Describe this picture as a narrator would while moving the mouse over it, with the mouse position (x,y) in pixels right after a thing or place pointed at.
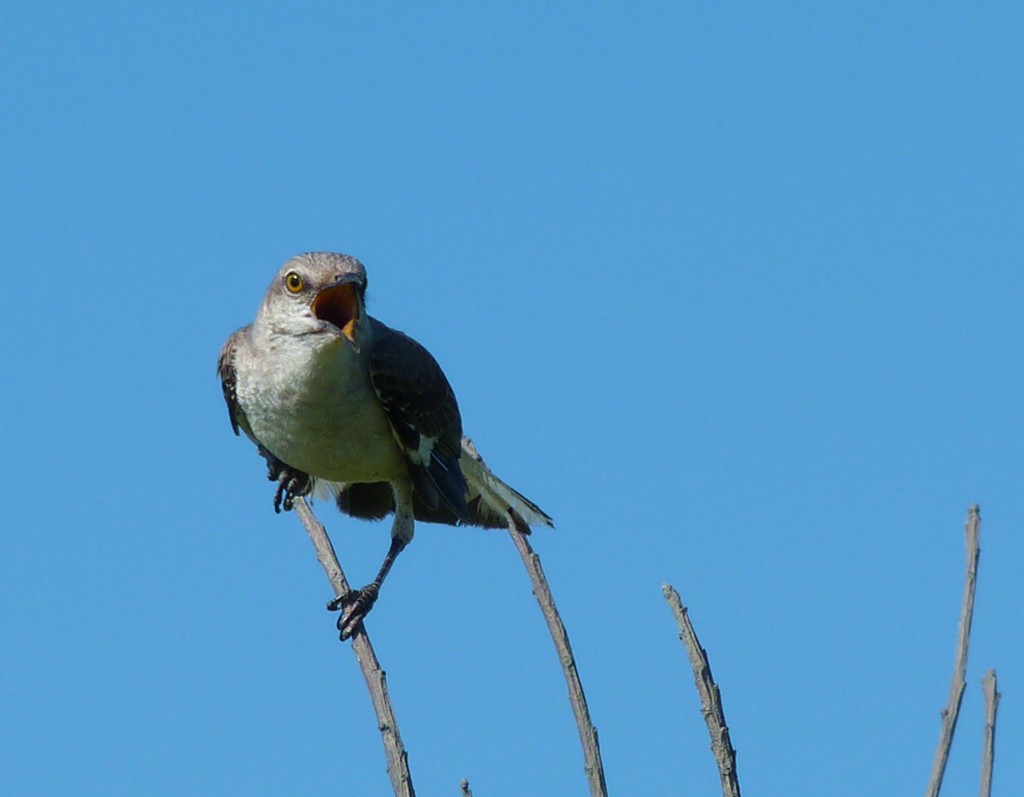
In this image we can see a bird (381,564) on the branch (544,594) and we can also see a blue background (681,335).
